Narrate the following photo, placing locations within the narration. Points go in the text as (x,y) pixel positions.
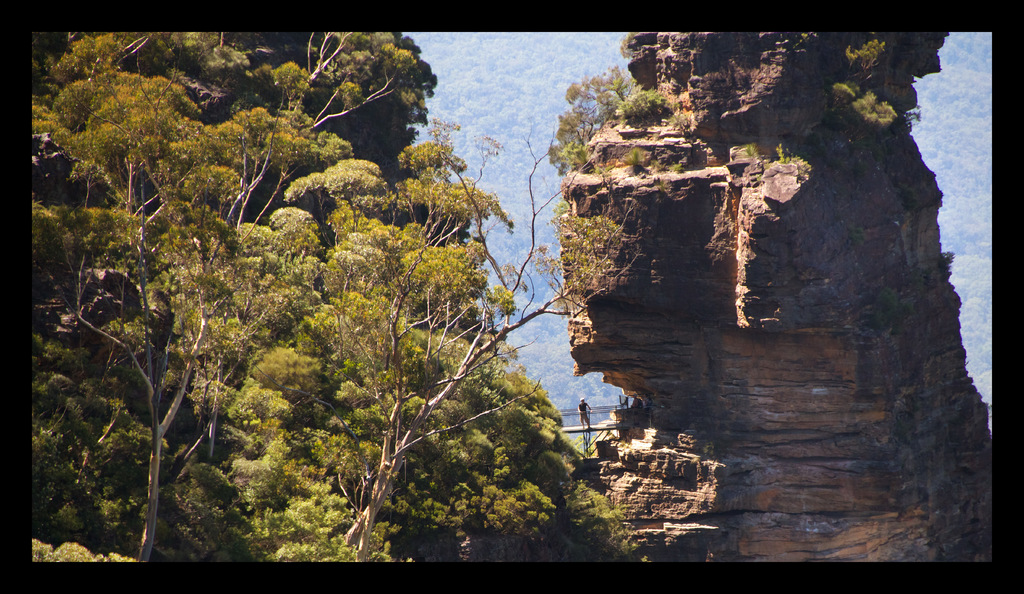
In this image I can see on the left side (196,221) there are trees (404,354), in the middle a person (588,406) is standing. On the right side (955,532) there is the hill (759,229).
